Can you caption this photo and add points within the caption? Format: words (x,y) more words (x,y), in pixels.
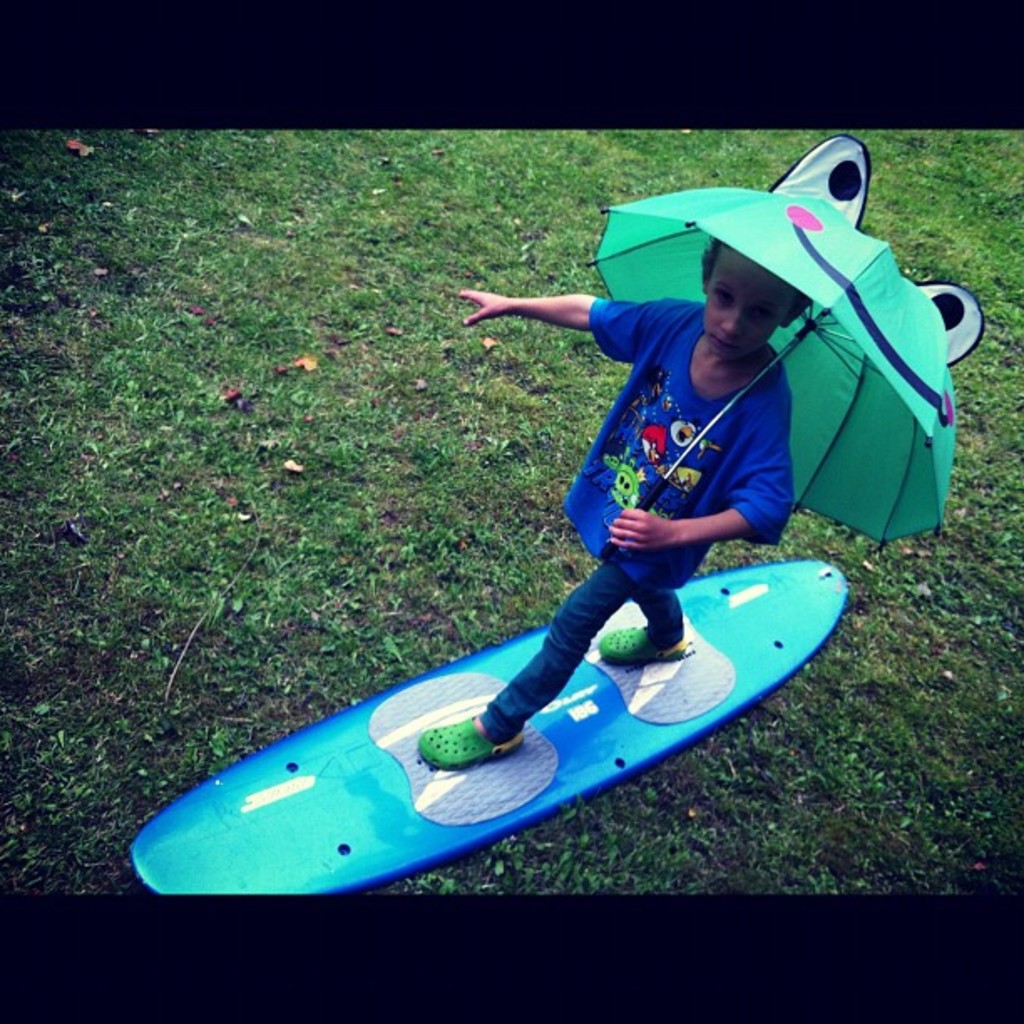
In this image we can see a boy (569,660) standing on the surfing board (527,771) and holding an umbrella (725,413). At the bottom (962,713) there is grass (644,838).
